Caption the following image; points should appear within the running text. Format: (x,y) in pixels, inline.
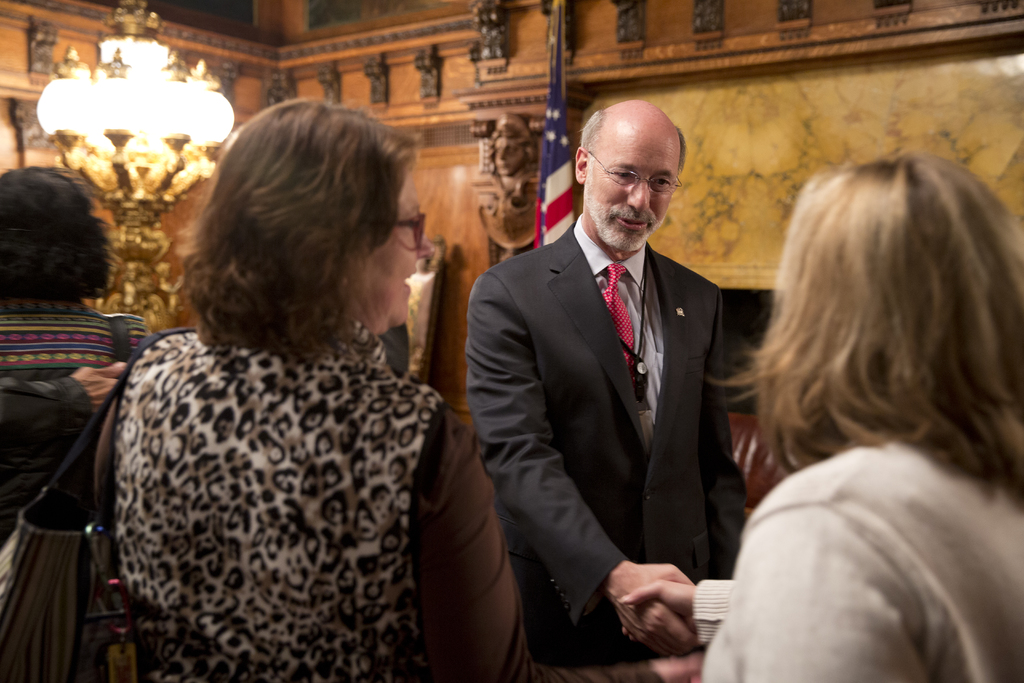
In this image there are four persons (275,378) standing, two persons (692,531) handshaking each other, and in the background (174,154) there is a chandelier (162,153), flag (553,15) and wall (722,149).
